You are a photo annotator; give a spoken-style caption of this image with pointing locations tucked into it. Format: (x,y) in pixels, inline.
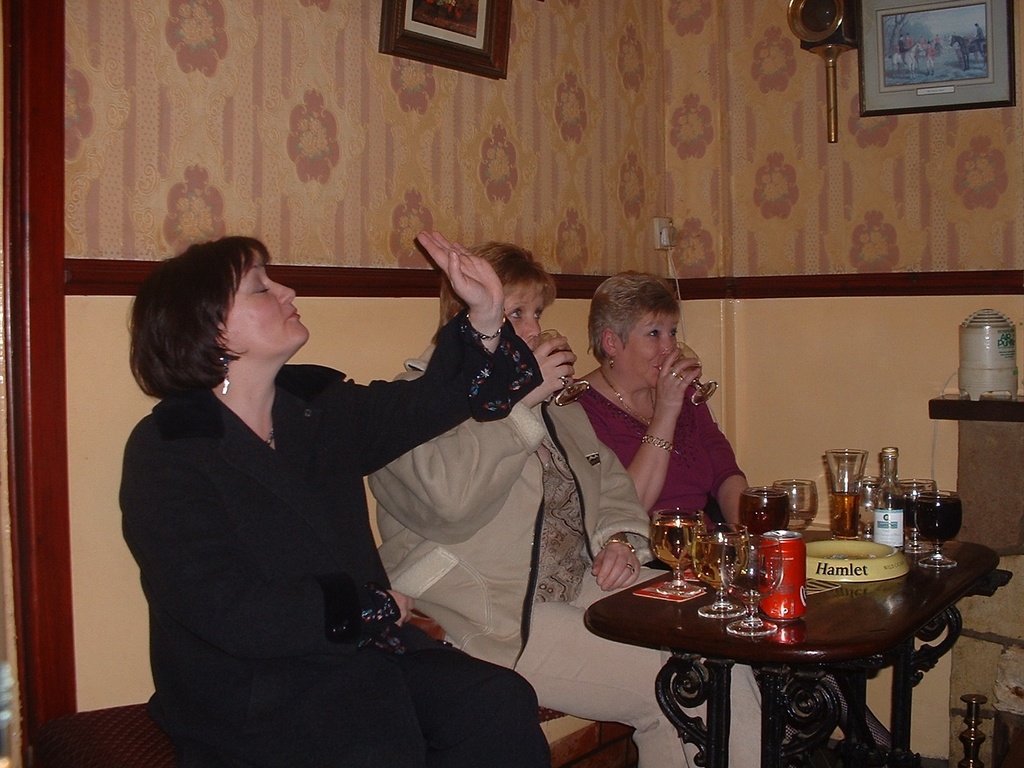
There are three woman (431,466) sitting in the chairs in front of a table (867,607) on which some glasses (746,565), coke tins (801,573) were placed. Two of the women (459,517) were drinking. In the background (923,48) there are some photo frames (484,58) attached to the wall (440,157).
